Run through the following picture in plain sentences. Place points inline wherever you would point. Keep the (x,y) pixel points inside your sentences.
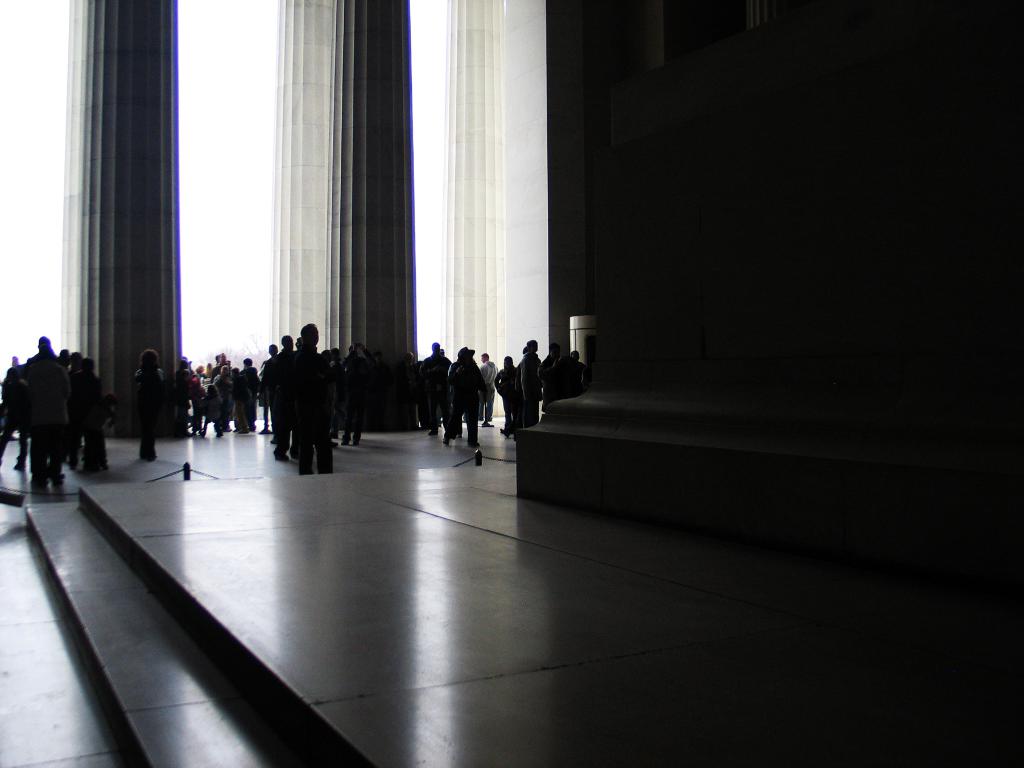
At the bottom of this image (350,659) I can see the floor (479,565). On the right side (738,214) there is a wall (840,180). On the left side (94,430) there are few people (281,409) standing on the floor (197,458) and also I can see the pillars (136,210).
